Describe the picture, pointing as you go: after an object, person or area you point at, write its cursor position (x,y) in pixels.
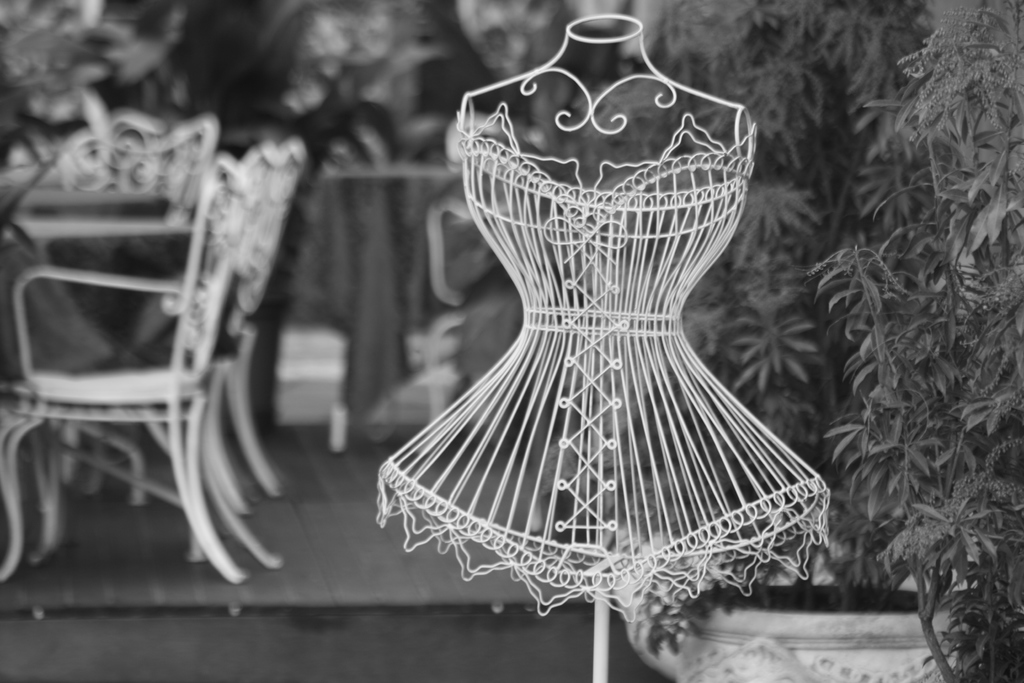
In the image we can see there is a dress shaped iron structure (603,439) kept on the pole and there are chairs (201,309) kept on the ground (292,536). There are trees (788,55) and the image is little blurry at the back (409,212). The image is in black and white colour.
